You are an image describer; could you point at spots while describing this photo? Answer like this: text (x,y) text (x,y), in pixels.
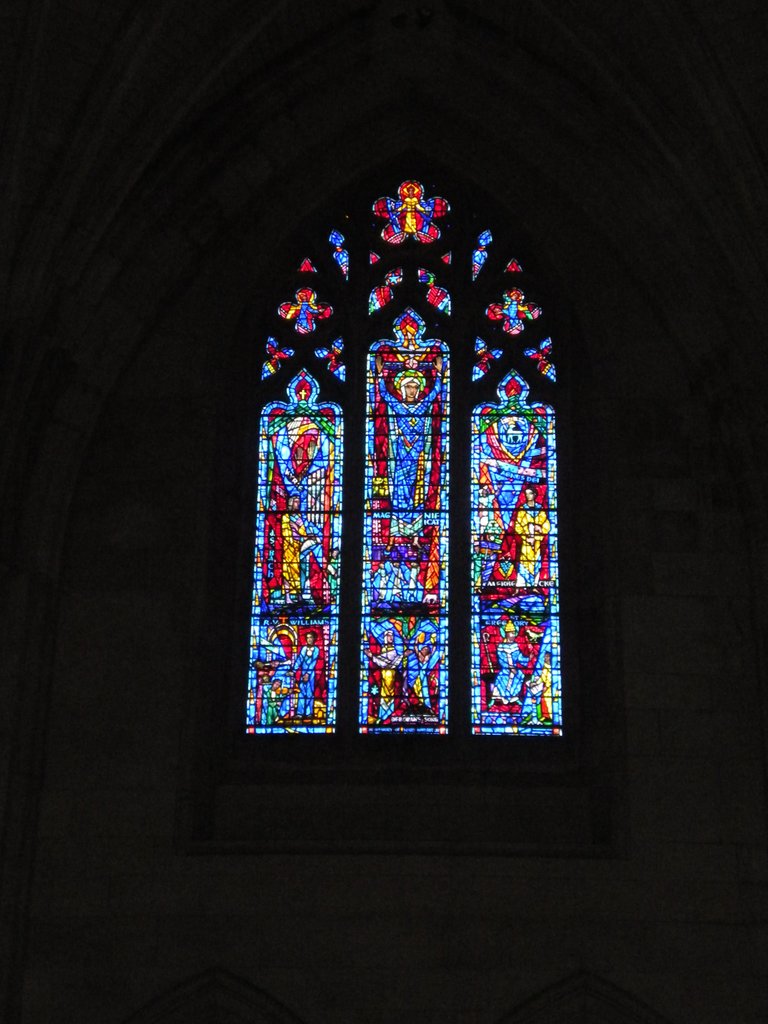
In this picture we can see the glass window (323,564) with colorful design (368,544).
